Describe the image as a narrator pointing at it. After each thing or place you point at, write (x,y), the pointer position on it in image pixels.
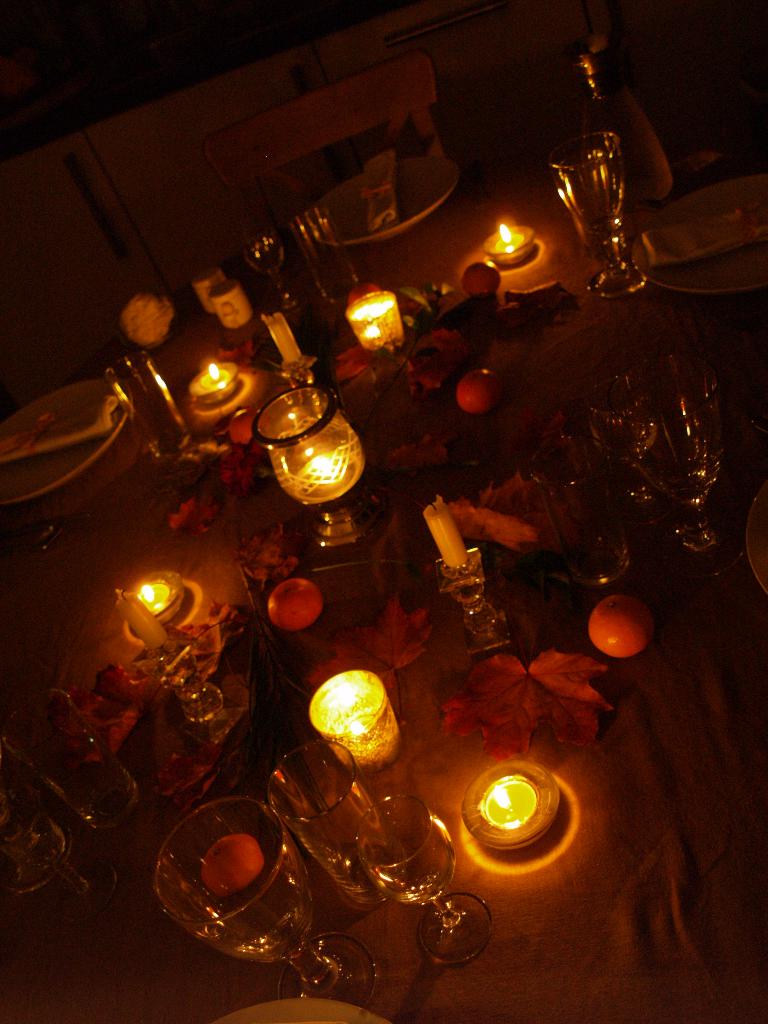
This image is taken in dark where we can see candles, glasses (165,888), dry leaves (267,573), fruits (596,631), plates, clothes (679,242) and a bottle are kept on the table (738,757). In the background (454,103), we can see wooden chairs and wooden cupboards (231,98).
